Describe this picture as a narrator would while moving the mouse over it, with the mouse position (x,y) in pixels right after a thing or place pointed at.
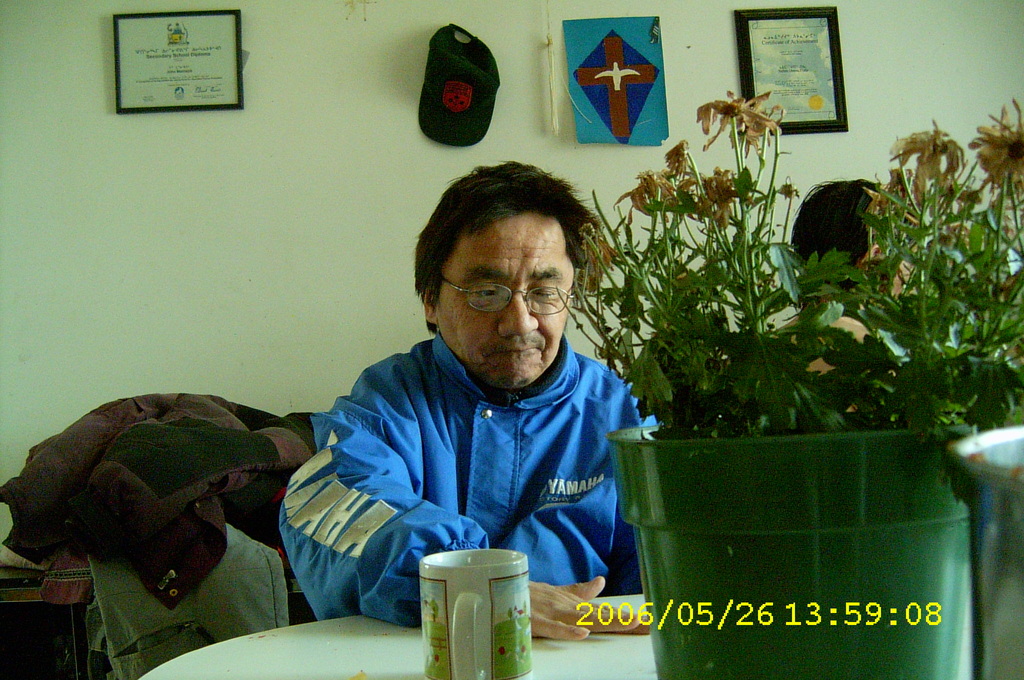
This is the man (517,488) sitting. I can see a table (372,632) with a cup (424,618) and a flower pot (783,479) with a plant (781,371). These are the clothes (208,516) placed on the bed (5,559). I can see the photo frames (767,54) and a cap (445,103) hanging on the wall (688,100). Here is another person (843,249) sitting. This is the watermark (770,621) on the image.
